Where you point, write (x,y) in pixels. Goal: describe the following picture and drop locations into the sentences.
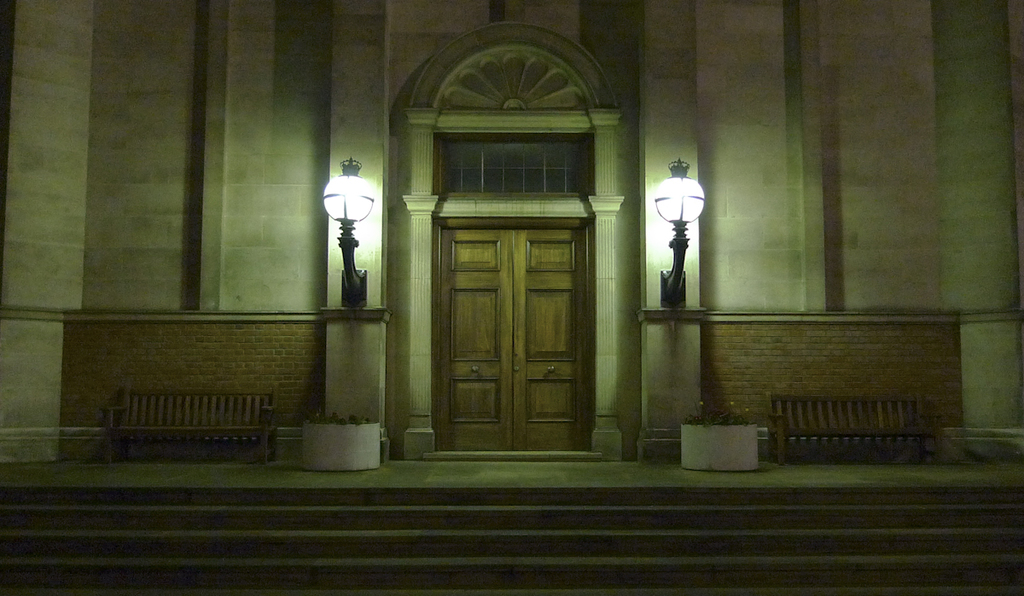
In this picture I can see there is a door (473,319) and there are two lamps (692,209) on the wall (277,148), there is a building (770,382) and there are some benches (264,414) and there is a staircase (550,555) here.
